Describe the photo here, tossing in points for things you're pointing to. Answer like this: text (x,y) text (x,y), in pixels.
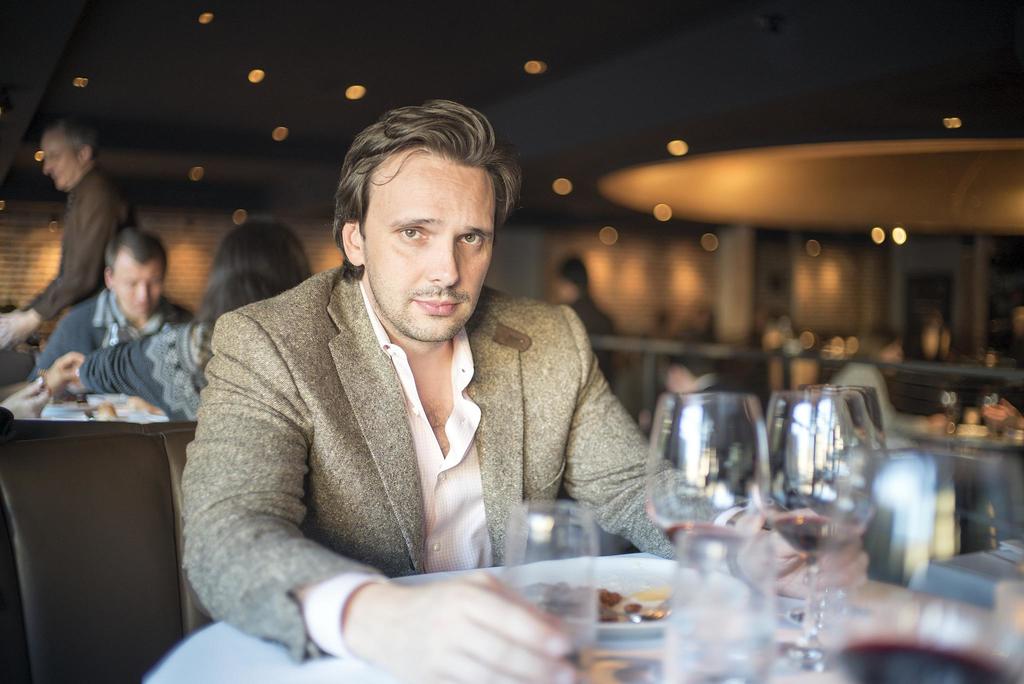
In this picture I can see people (445,362) sitting on the chair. I can see plates (636,584) and wine glasses (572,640) on the table (599,639). I can see light arrangements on the roof (592,126).
